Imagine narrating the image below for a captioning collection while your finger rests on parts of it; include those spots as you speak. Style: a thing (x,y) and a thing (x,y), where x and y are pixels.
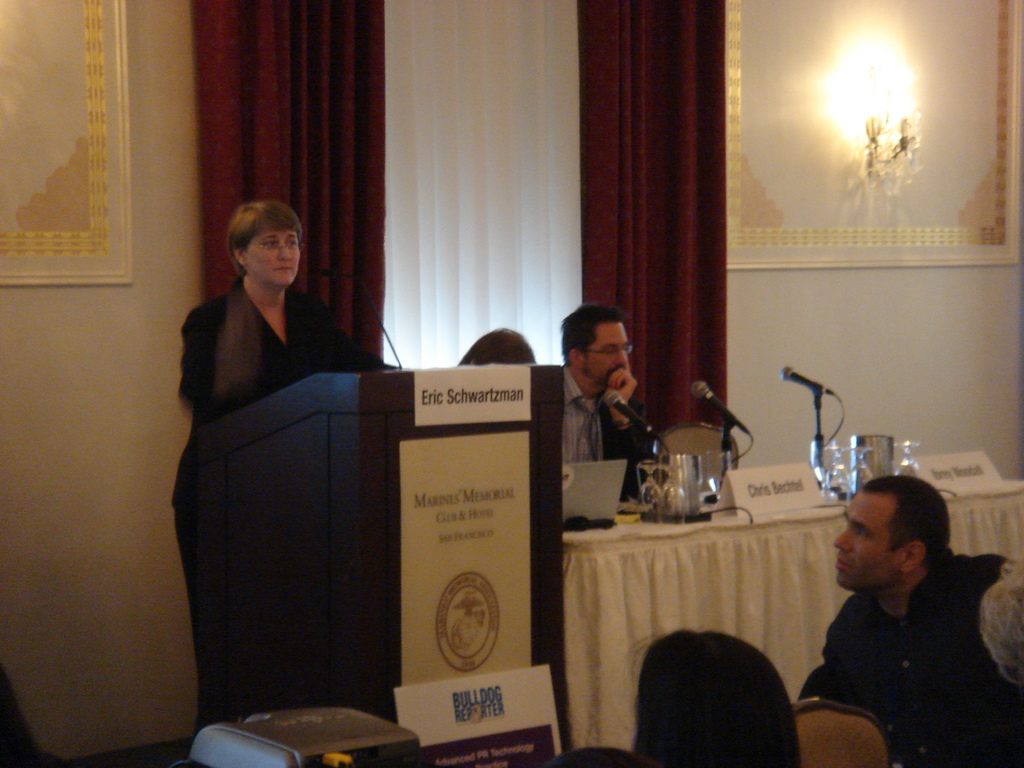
At the bottom (888,747) we can see a projector (304,732), few persons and a chair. A woman (206,373) is standing at the podium (334,474) and on the podium (317,477) we can see a microphone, poster (431,480) and a hoarding (547,729) at the bottom (520,763). There are two people (637,434) sitting on the chairs (680,433) at the table (729,518) and on the table (761,513) we can see glasses (645,474), microphones (733,426), laptop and other objects (871,438). In the background (313,217) we can see curtains (294,104), light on the right side (857,63) on the wall (3,140) and on the left (44,102) there is a frame design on the wall (912,63).
